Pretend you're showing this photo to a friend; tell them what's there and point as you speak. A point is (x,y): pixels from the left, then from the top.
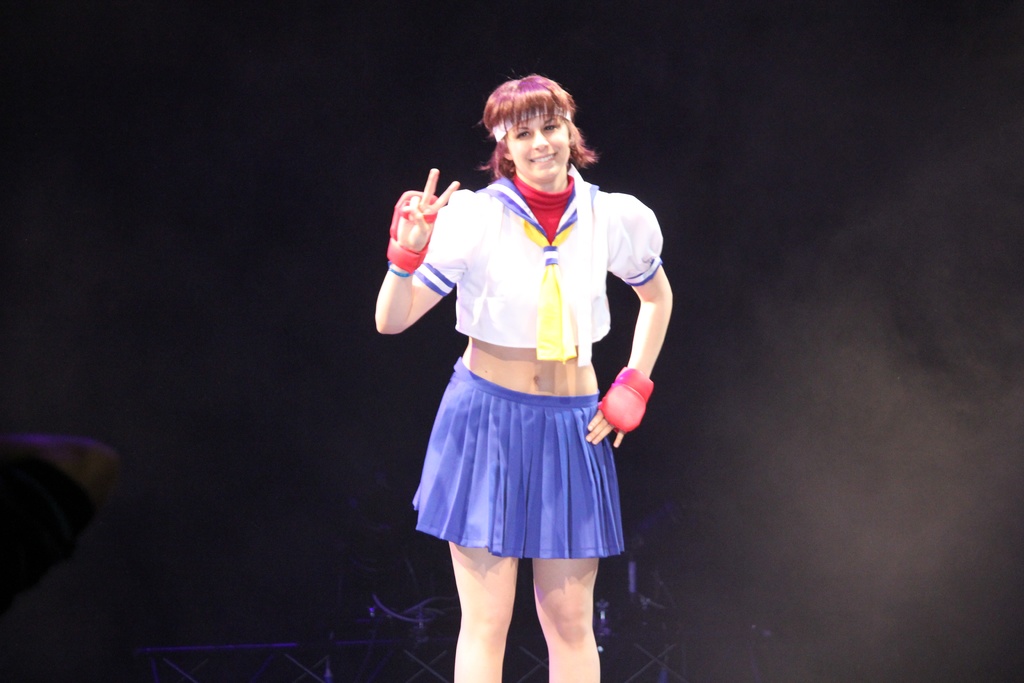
In this image in the center (570,323) there is one person (541,322) standing, and in the background (678,633) there are some objects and there is a black background. On the left side (47,488) there is one person's hand (52,445) is visible.
